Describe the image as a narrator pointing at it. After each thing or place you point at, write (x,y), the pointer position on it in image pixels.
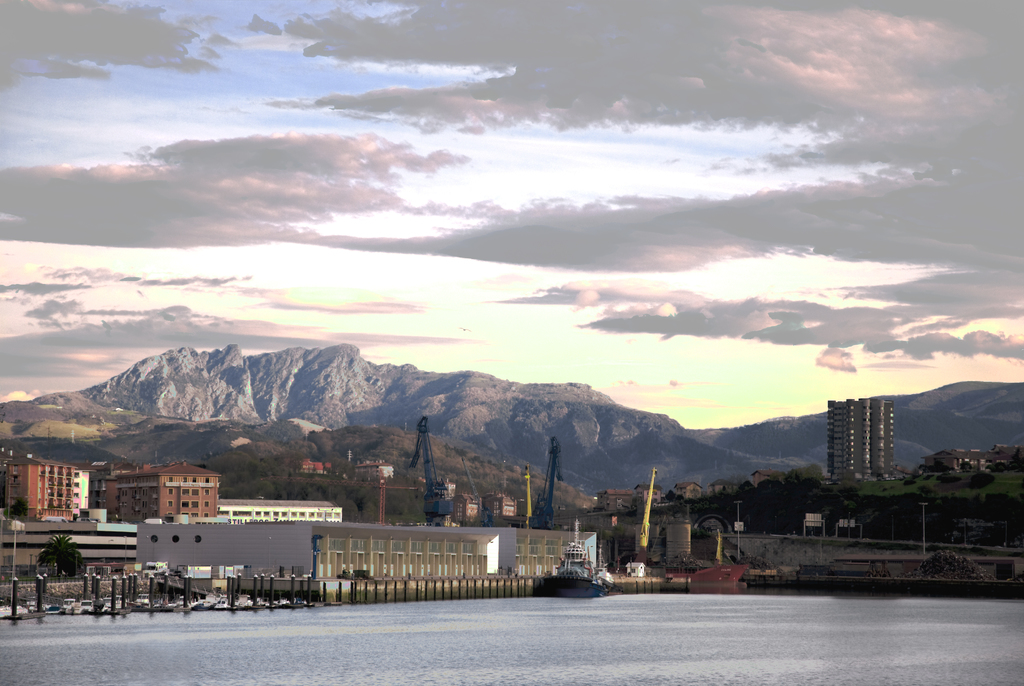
In this image, I can see the buildings (120,473), trees (865,499), tower cranes (438,496), hills (579,501) and poles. At the bottom of the image (598,591), there is a boat (586,584) on the water (558,611). In the background (103,368), I can see the sky (781,357).
